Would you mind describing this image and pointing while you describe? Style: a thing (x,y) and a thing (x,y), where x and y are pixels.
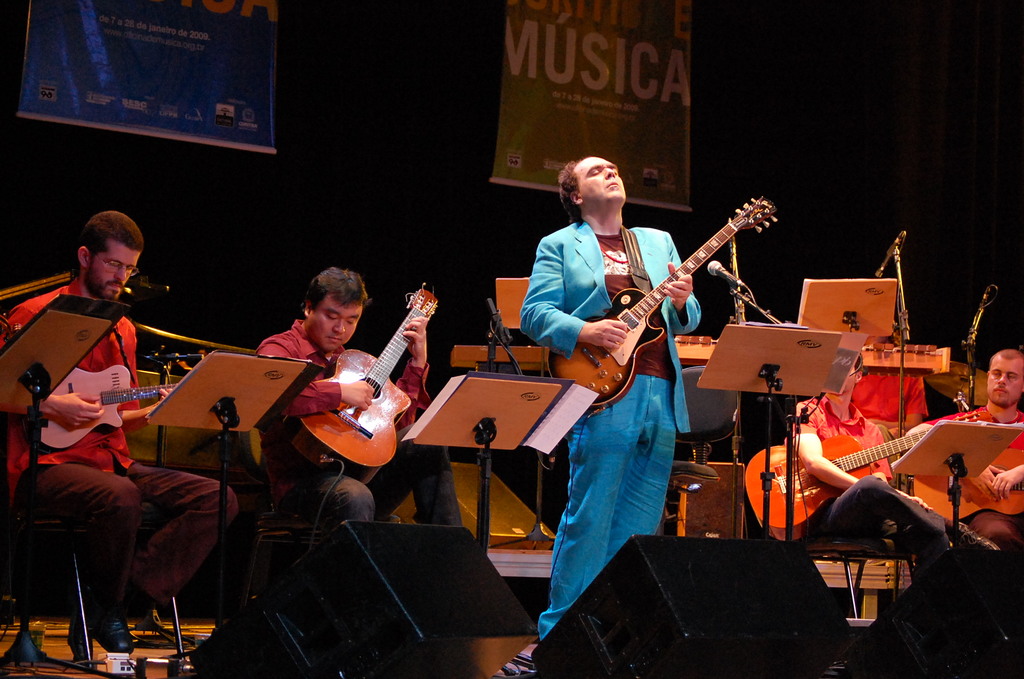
Here we can see a man (588,273) standing on the floor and holding a guitar (654,337) in his hands (594,324), and at back (353,375) here all the persons (312,336) are sitting, and holding a guitar (362,365) in their hands (355,391), and here is the stand (547,402).
